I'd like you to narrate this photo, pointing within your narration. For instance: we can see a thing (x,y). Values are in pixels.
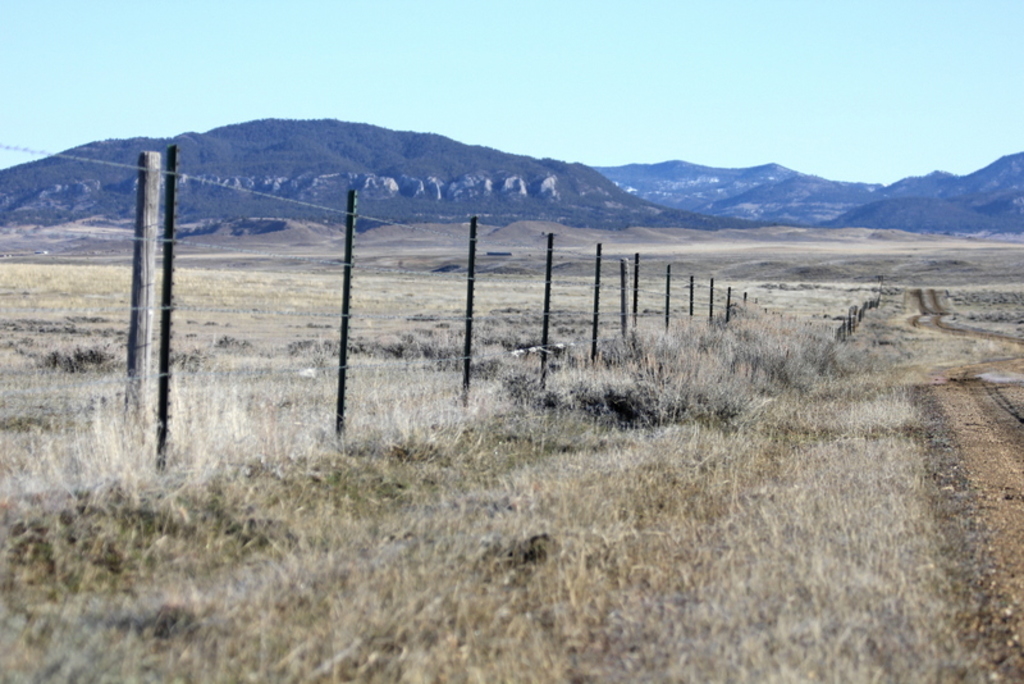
This picture shows grass (374,272) on the ground (208,290) and we see fence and we see hills (455,199) and trees (318,172) and a clear blue sky (679,53).
